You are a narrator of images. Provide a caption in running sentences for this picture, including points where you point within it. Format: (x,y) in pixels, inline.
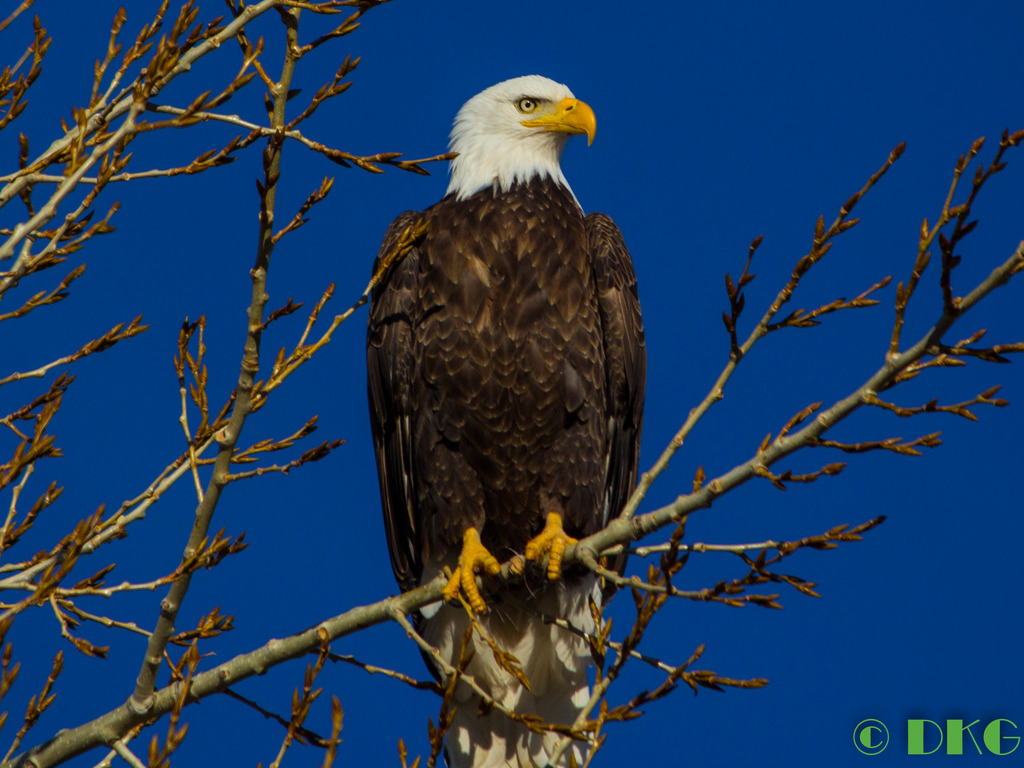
In the picture we can see an eagle (562,337) sitting on the part of the dried tree stem (147,90) and behind it, we can see the sky (350,445) which is blue in color.
